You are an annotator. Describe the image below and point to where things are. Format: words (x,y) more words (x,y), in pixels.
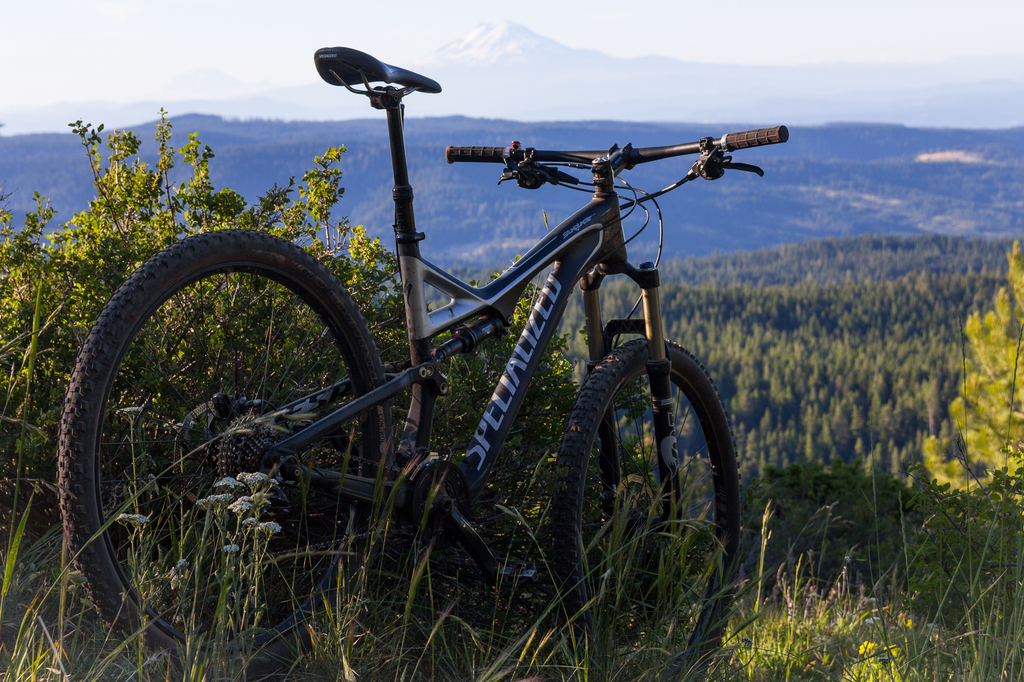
In the picture I can see a bicycle (643,513) parked on the grass (8,540), we can see plants (43,432). The background of the image (991,61) is blurred, where we can see the hills (1006,187) and the sky (156,33).
